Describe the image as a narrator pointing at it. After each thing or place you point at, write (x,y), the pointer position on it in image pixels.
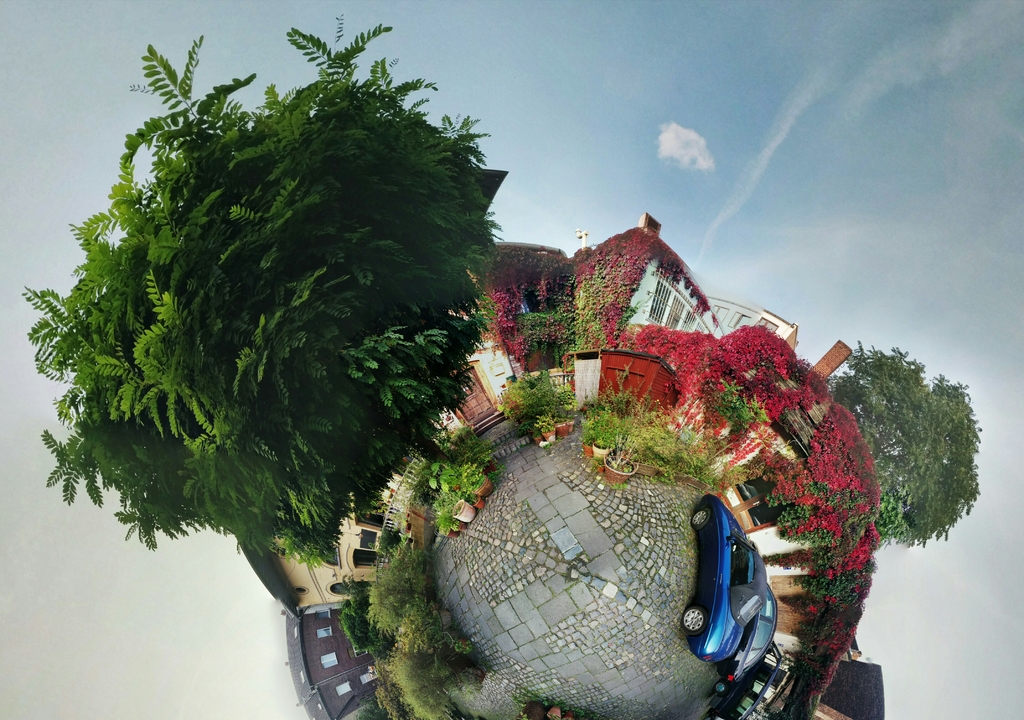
This is an edited image. In this image we can see a ball like structure (556,549) containing a group of trees (389,461), plants (425,500) in the pots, some buildings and vehicles (708,590) on the ground (638,629). On the backside (863,320) we can see the sky (864,312) which looks cloudy.
